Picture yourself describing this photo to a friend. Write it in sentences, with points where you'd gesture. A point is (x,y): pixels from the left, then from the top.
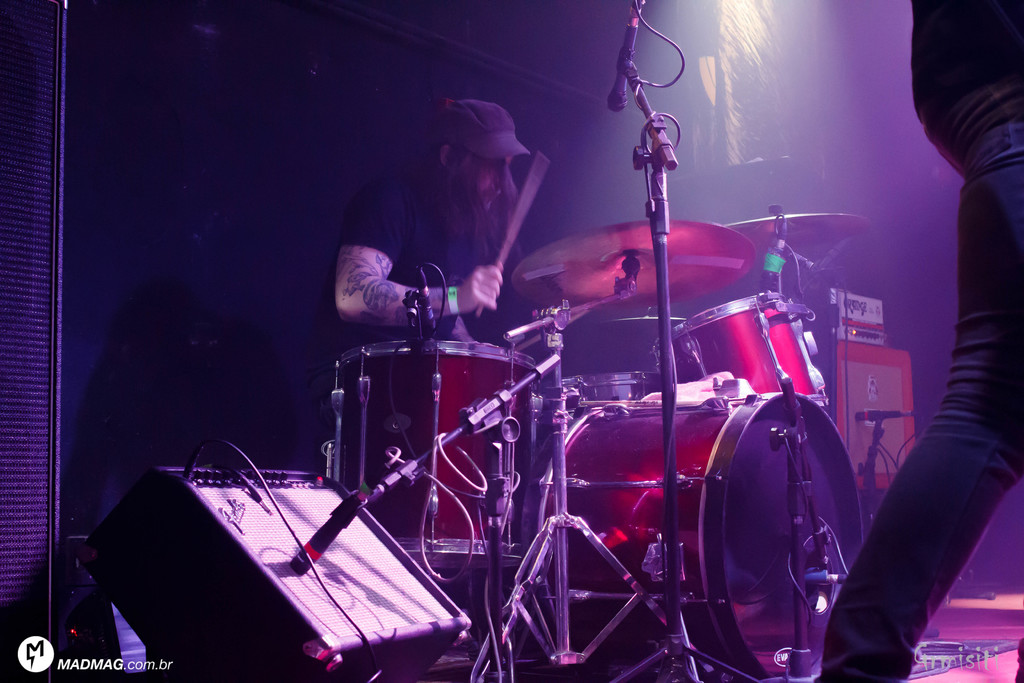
In this picture we can see two people (459,204), in the middle of the image (384,274) we can see a man (489,141), he is playing drums (696,318) in front of the microphone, and we can see lights (747,70).
